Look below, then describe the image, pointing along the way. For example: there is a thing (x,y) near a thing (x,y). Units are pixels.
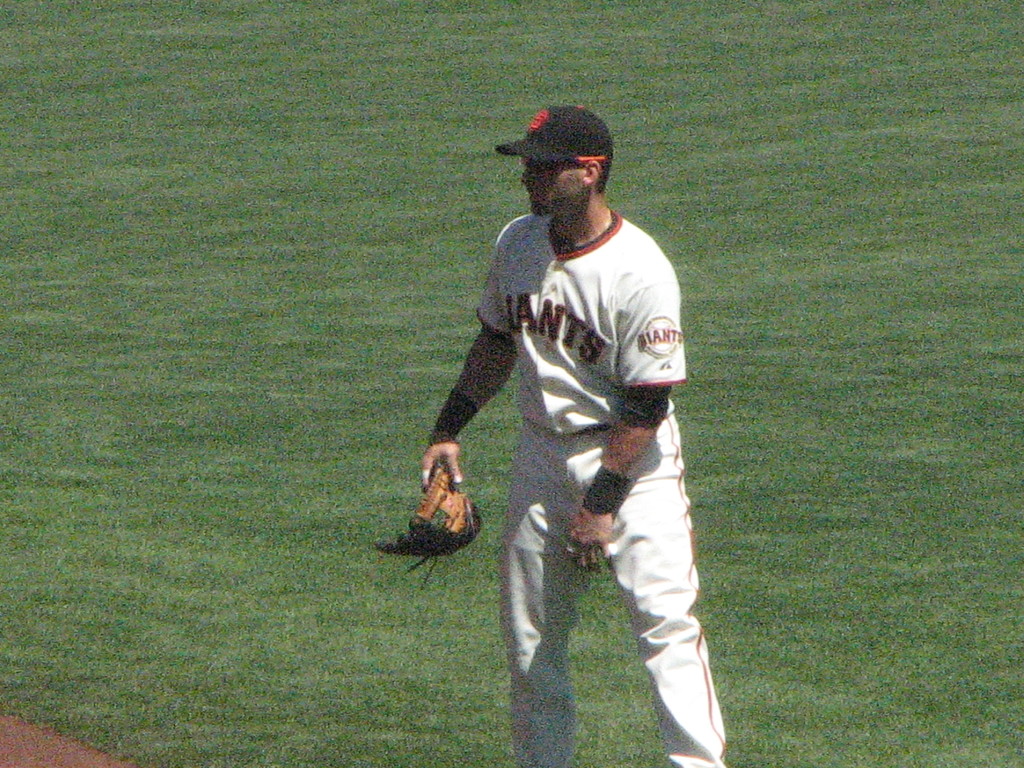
In this image I can see a man (666,491) is standing in the ground (692,491), he wore white color dress (618,377) and black color cap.
